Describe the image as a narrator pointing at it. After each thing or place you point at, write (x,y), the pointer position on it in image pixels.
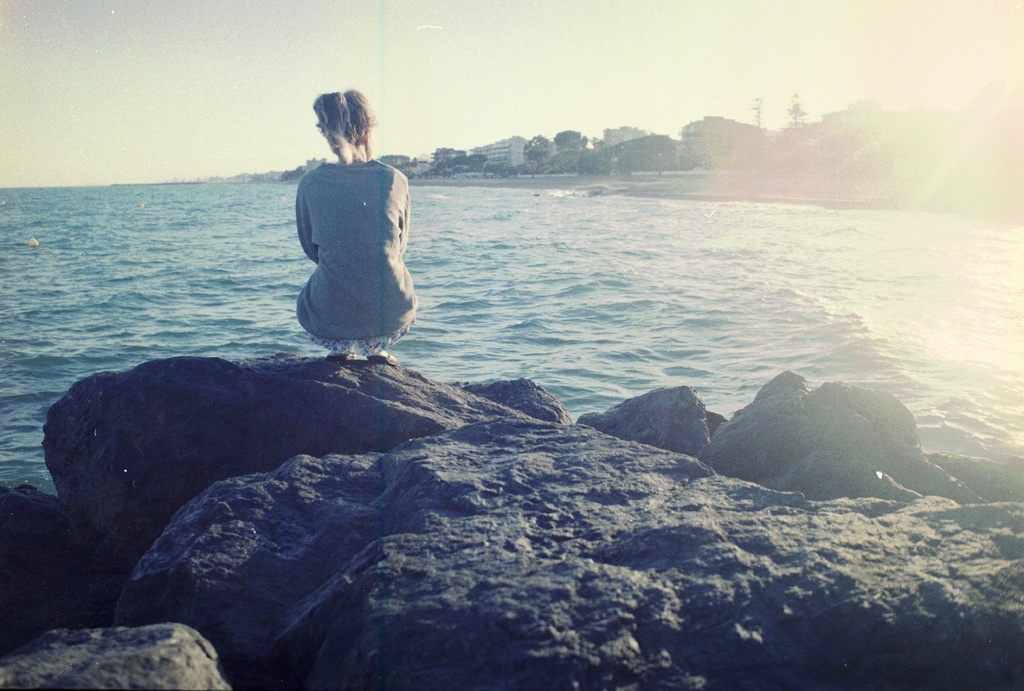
In this picture there is a woman (404,304) sitting like squat position and we can see rocks (287,379) and water (826,338). In the background of the image (673,115) we can see buildings (626,129), trees (807,127) and sky (525,81).
